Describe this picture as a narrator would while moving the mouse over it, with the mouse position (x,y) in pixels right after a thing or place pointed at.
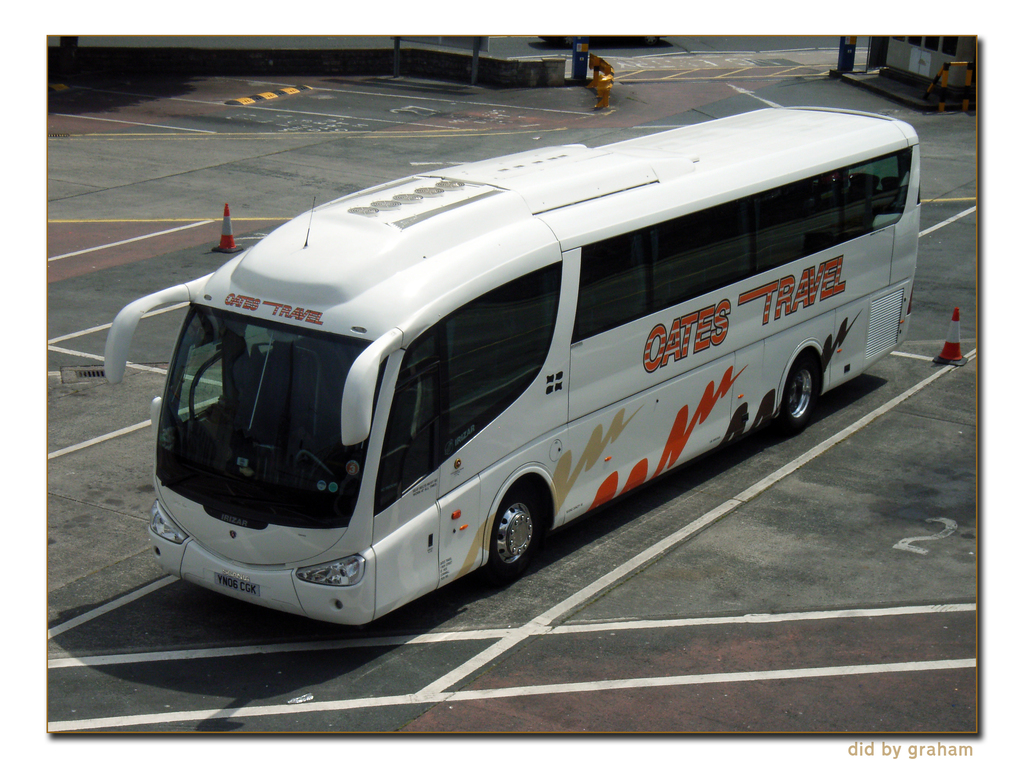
In this image we can see a bus (414,428) parked in a parking lot (599,568). In the background (917,68), we can see a building (930,72) two cones (950,342) and a metal barricade (602,80).
